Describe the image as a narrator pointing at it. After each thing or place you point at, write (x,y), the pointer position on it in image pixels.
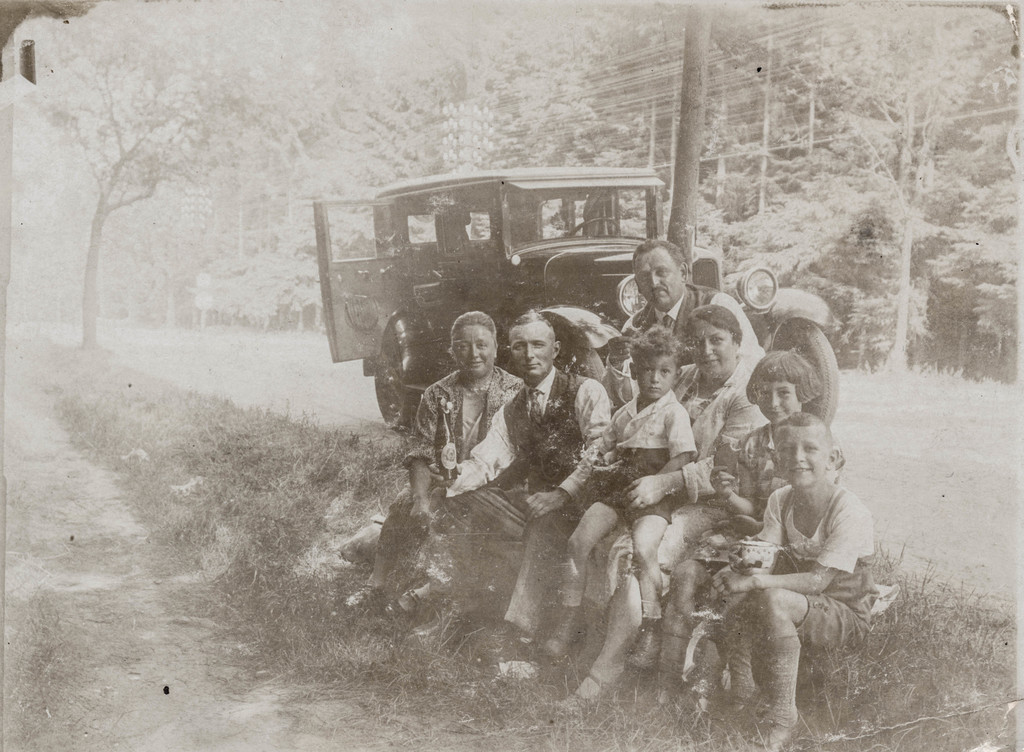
In this image I can see group of people (854,642) sitting, the person (798,606) in front (762,578) holding a glass (761,560). Background (544,183) I can see a vehicle (529,190) and the image is in black and white.
